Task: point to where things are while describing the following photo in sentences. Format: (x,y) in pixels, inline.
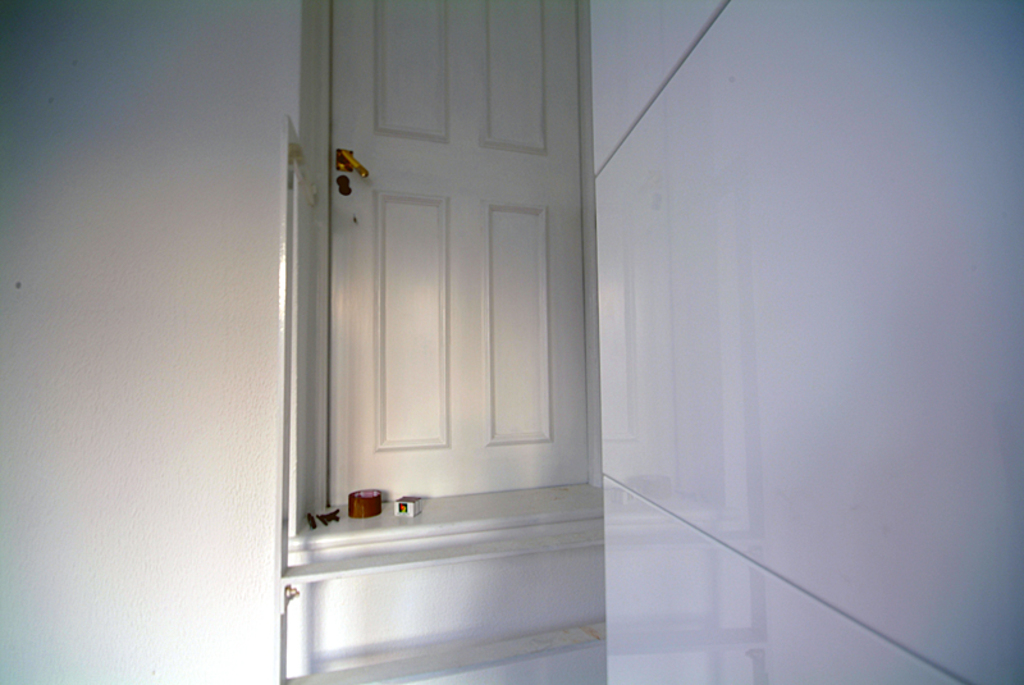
In this image I can see the wall (211,380) and the door (414,296) which is in white color. And I can see some objects (368,503) in-front of the door (390,496).
